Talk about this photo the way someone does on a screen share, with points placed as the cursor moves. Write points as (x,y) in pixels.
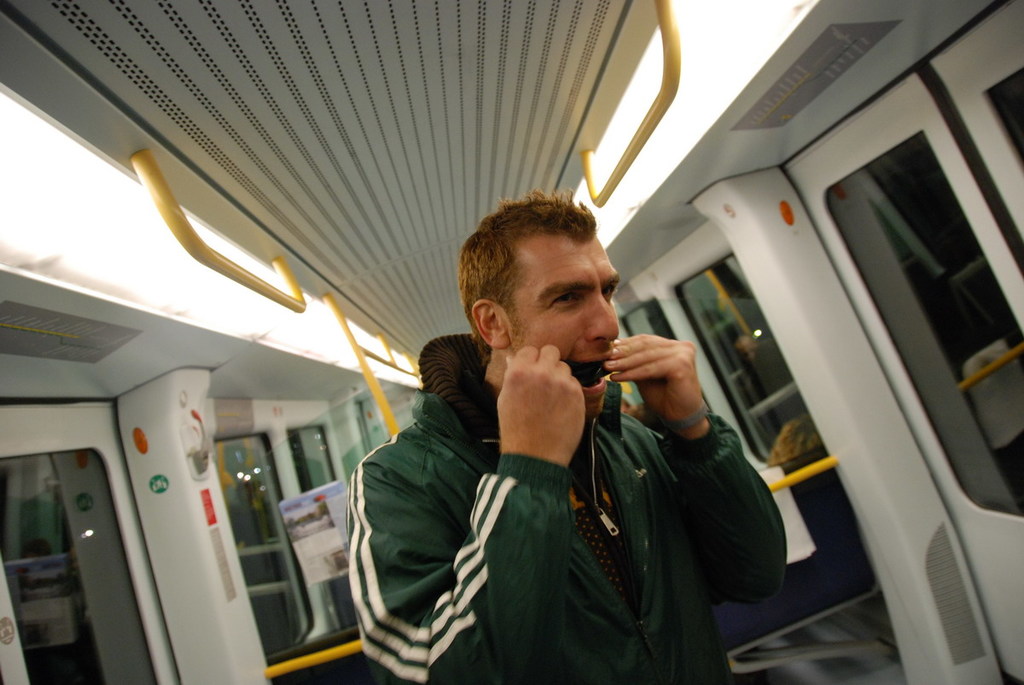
In this image we can see a man (573,551) standing in a vehicle (889,600). In the background (108,518) there are doors (972,280). At the top (594,173) there are rods (590,192) and we can see a board (324,557).
